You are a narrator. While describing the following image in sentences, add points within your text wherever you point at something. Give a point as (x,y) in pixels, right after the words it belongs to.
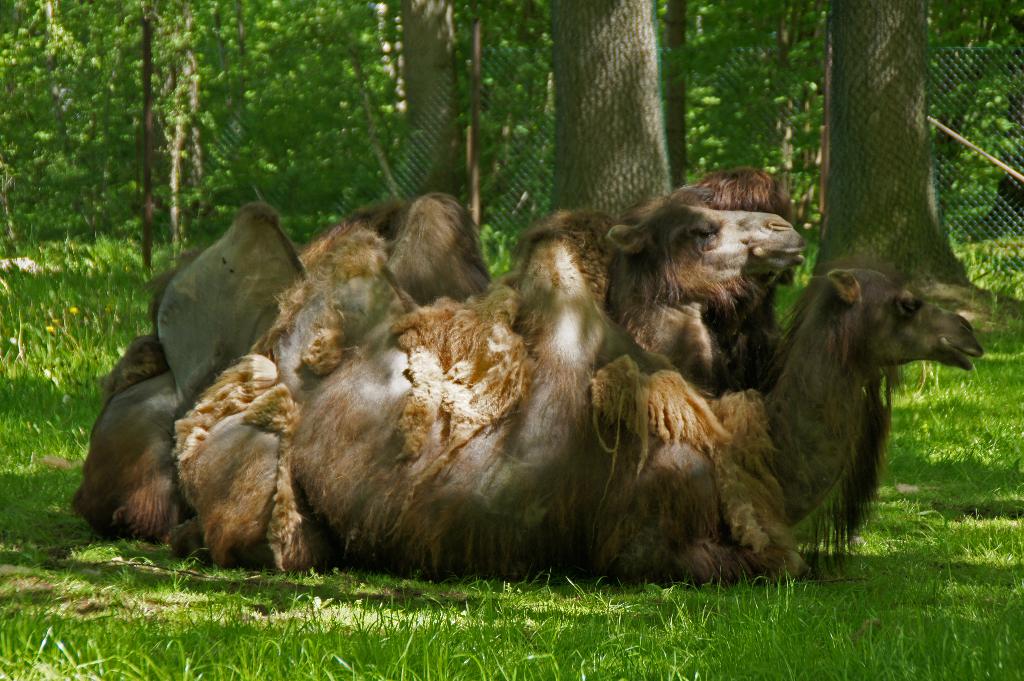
In the center of the image (395,259) there are camels (445,359). At the bottom of the image (590,643) there is grass (646,614). In the background of the image (331,187) there is fencing (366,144) and trees (414,96).
